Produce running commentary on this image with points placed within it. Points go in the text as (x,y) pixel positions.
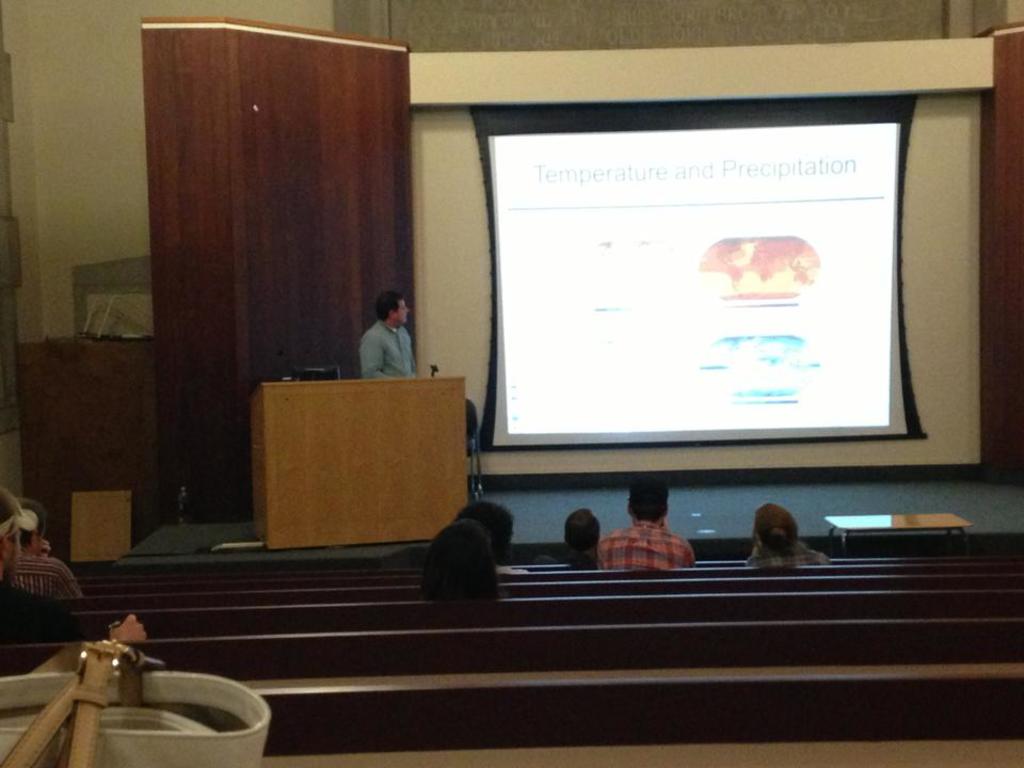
Few persons (37,520) are sitting and we can see bag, benches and table (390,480). This man (375,340) standing, in front of this man (387,355) we can see laptop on table (388,433) and we can see screen (508,305) and wall (128,150).
